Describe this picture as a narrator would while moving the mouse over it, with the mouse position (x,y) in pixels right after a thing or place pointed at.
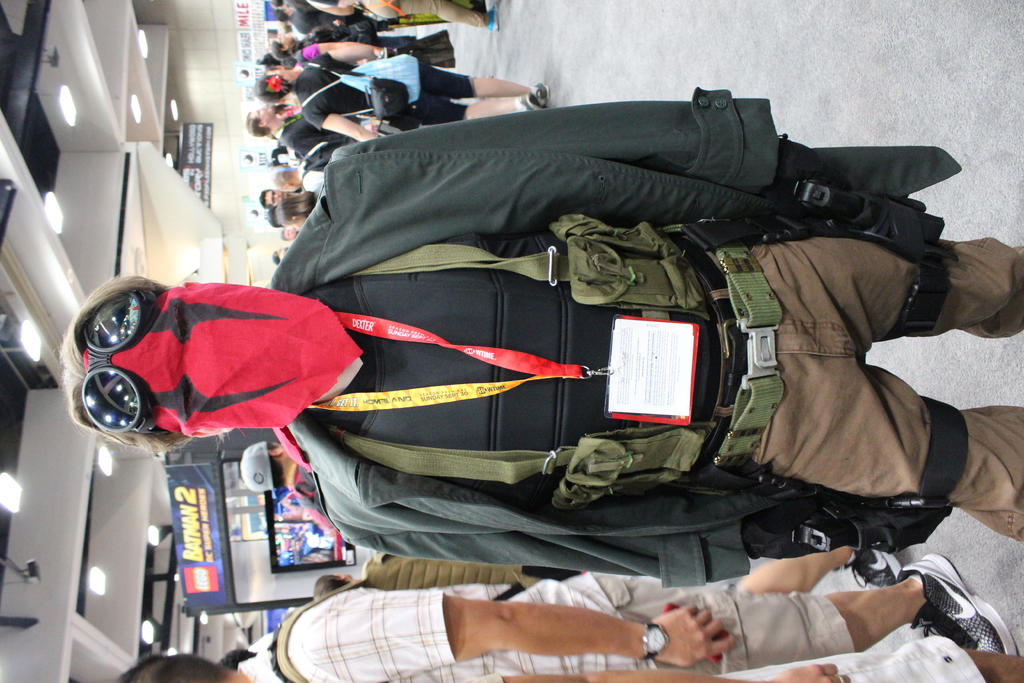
This picture describes about group of people (477,268), on the left side of the image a man (468,660) wearing a backpack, in the middle of the image (467,250) a man (334,306) wearing a mask (266,365), in the background (293,541) we can see television (295,525) and some lights (7,486).
